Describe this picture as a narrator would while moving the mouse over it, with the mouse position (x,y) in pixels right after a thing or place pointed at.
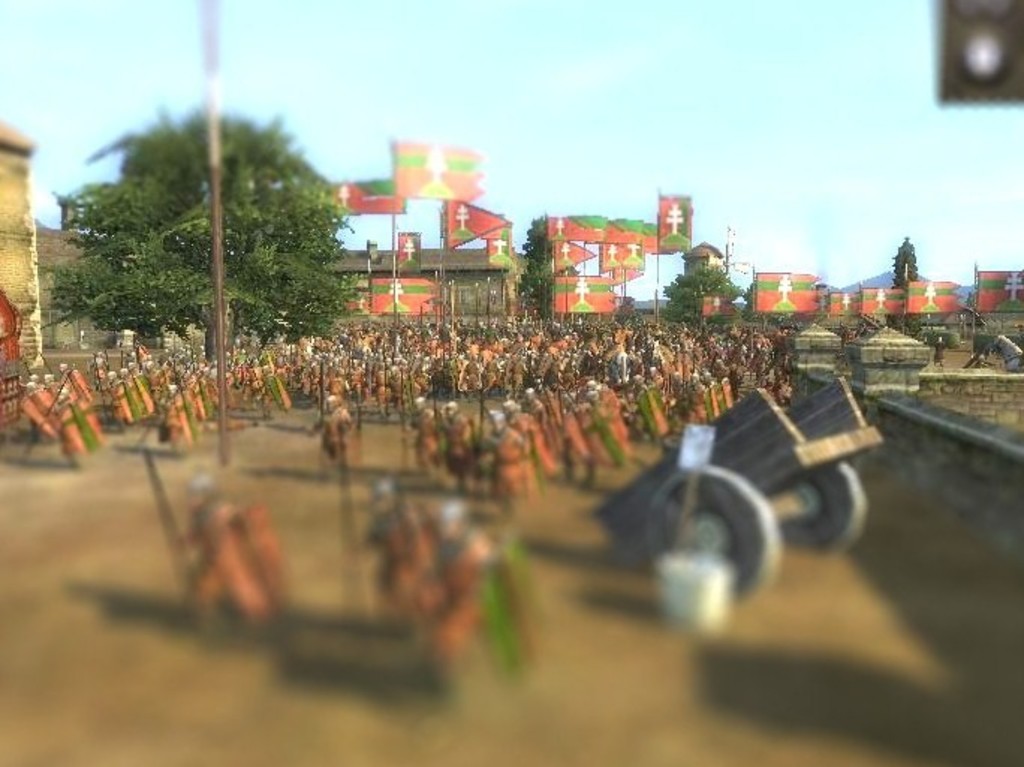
In this image we can see a group of people (625,345) standing on the surface (627,590) holding the shields (640,404) and some weapons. On the right side (829,451) we can see a cart (710,493), a board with a stand (690,500) and a container (723,587) beside them. We can also see some poles (227,428), the flags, boards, some houses (461,305), trees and the sky (745,203) which looks cloudy.
